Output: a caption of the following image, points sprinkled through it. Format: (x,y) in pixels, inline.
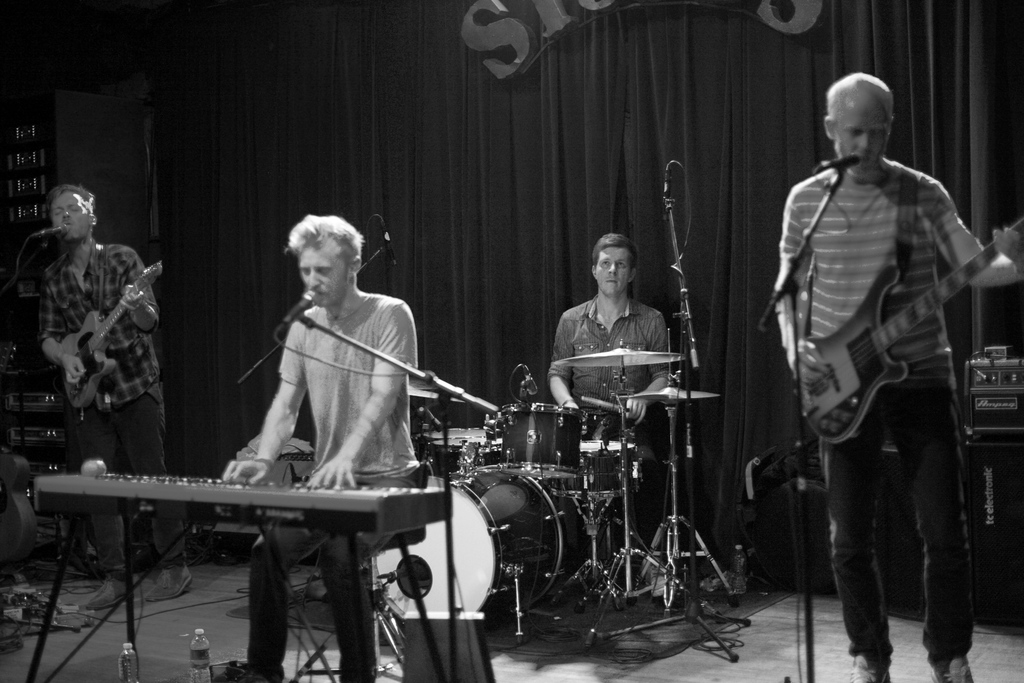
A rock band (45,335) is performing. A man (273,419) is singing while playing keyboard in the front (219,482). There are two men (83,285) on either side playing guitar (869,352) and giving chorus. There is a man (615,262) behind playing the drums (506,447).
